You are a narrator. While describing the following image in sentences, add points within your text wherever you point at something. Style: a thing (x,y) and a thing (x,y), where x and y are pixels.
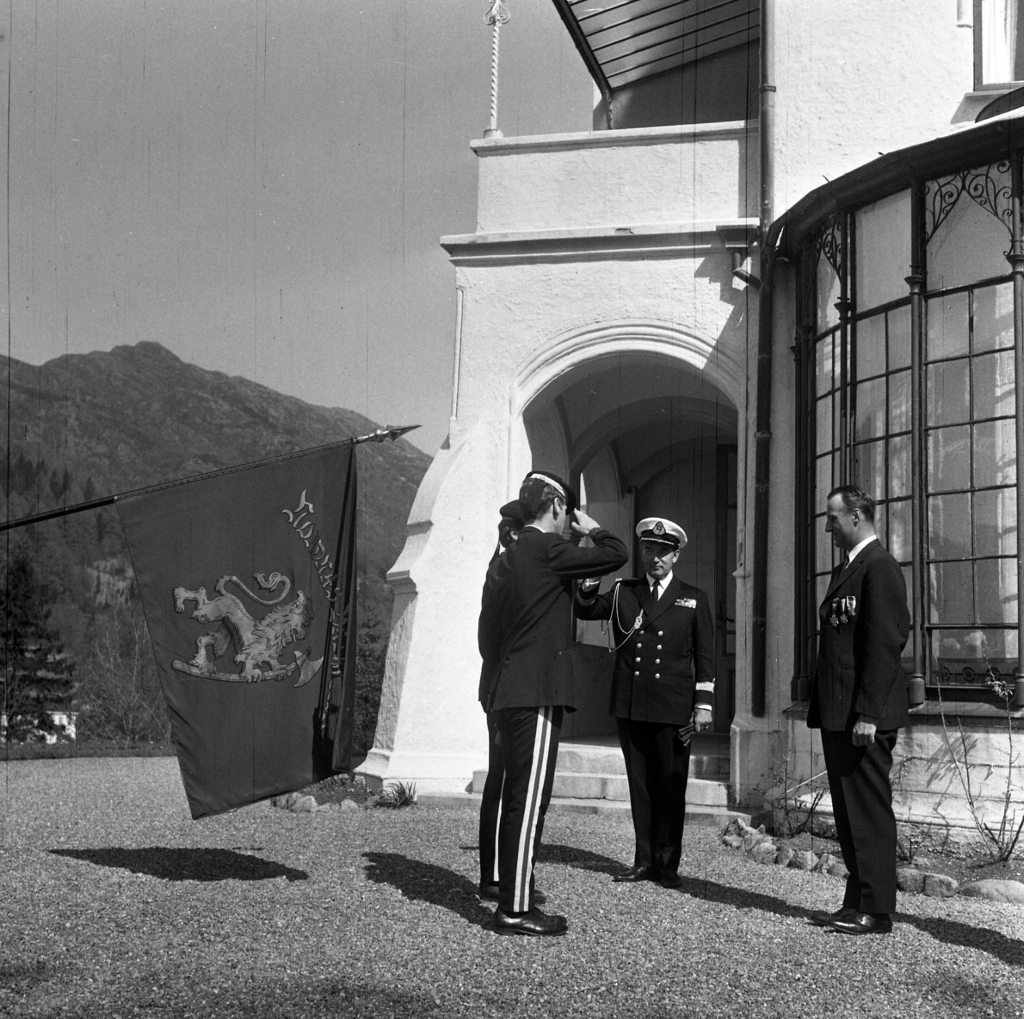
This is a black and white image. In this image, we can see people (515,827) standing on the path (723,957). In the background (501,359), we can see house (679,290), wall (665,328), pillar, plants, pipe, glass objects (847,355), hill (136,424), trees (6,669), rod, railings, walkway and sky (301,263). On the left side of the image (309,564), we can see a stick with a flag (313,588).
